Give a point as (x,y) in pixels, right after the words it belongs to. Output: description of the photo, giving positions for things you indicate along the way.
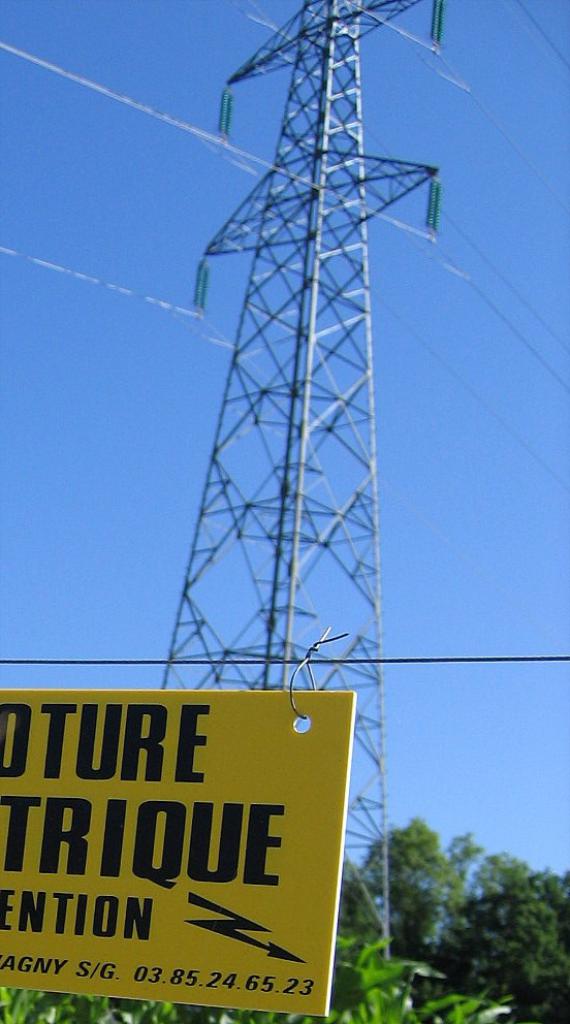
In this image, we can see a yellow board (188,855). Here we can see some text (95,931) on the board (187,886). Background (369,624) there is a transmission tower (286,131) with wires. At the bottom of the image (493,891), we can see few trees (423,923). Here there is a sky (414,482).
